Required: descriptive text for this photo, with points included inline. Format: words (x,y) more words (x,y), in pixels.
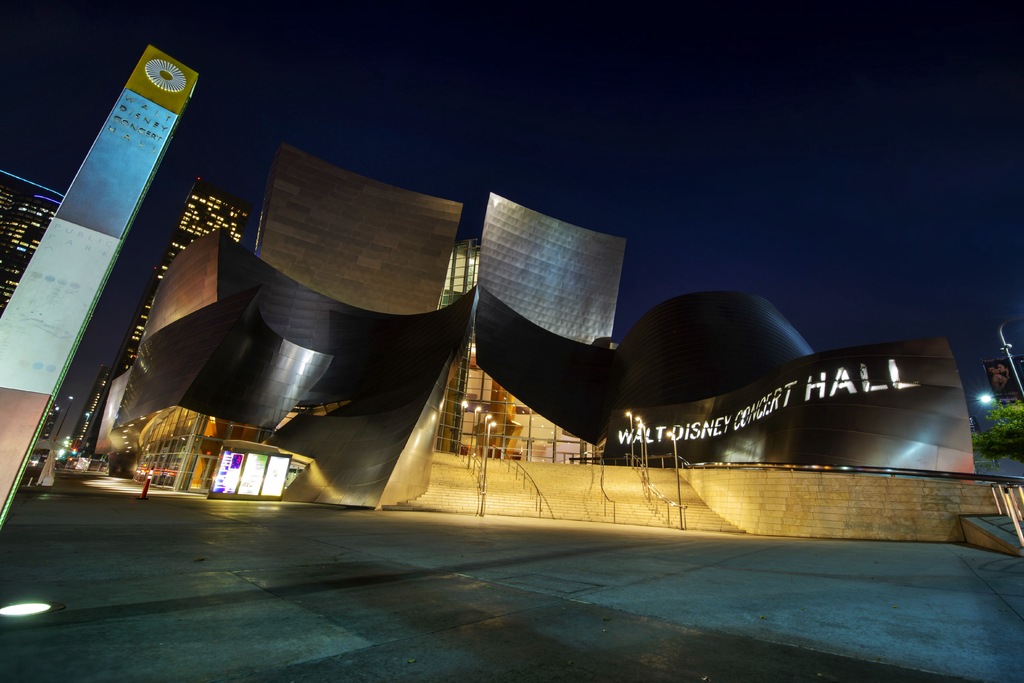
In this image in the center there is staircase (566,492) and in the background (168,323) there are buildings (431,324). On the right side (753,433) there is banner (742,437) with some text (643,433) written on it. On the left side (44,303) there is a tower (94,197).
